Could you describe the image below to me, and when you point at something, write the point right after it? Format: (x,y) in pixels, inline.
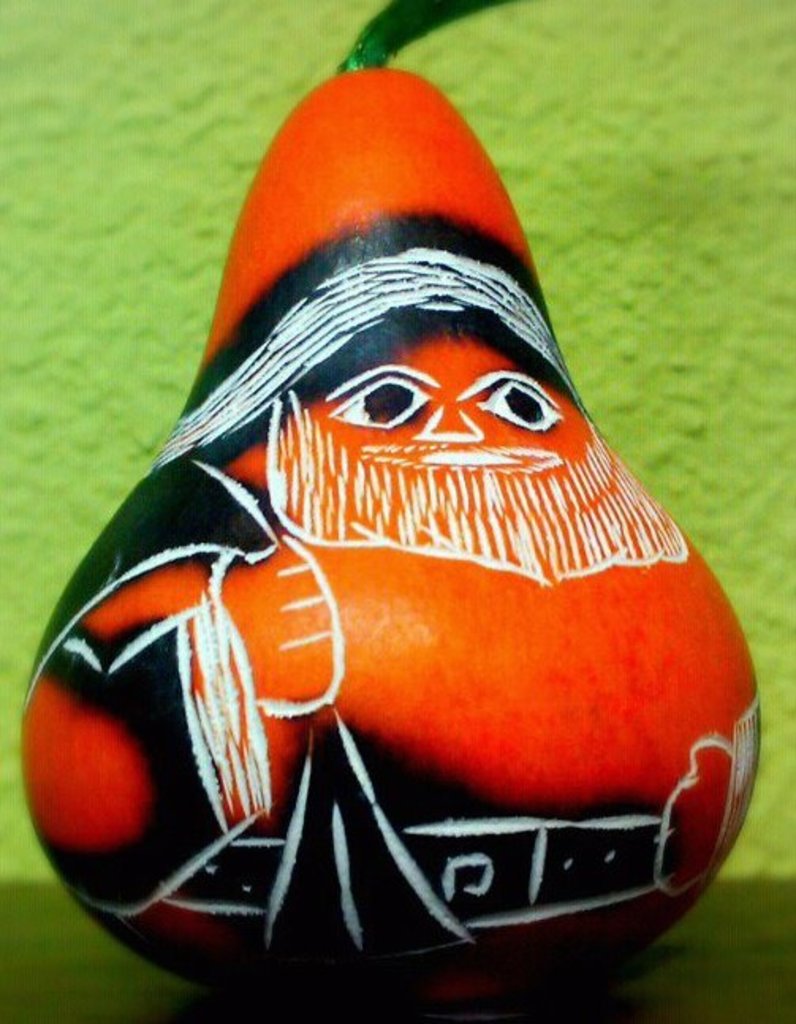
There is a painting (361,413) on a long orange pumpkin (329,250). There is a green background (692,294).
